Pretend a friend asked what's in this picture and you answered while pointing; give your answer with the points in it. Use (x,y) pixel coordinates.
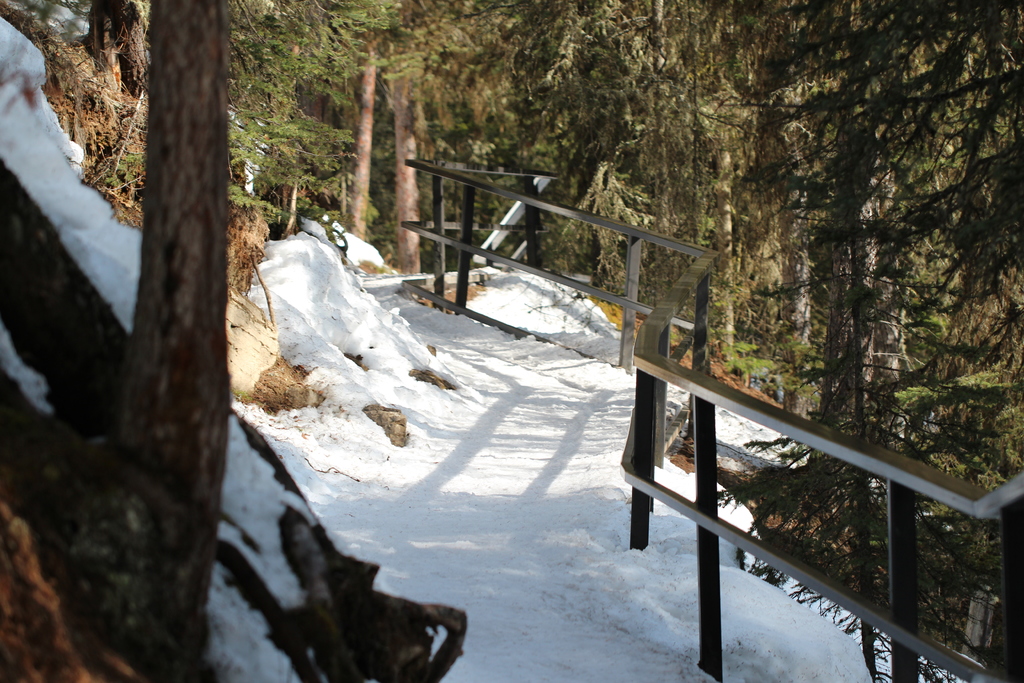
In the middle (429,429) there is the snow (527,645) on the way (621,621), these are the green trees (643,277) in this image.
